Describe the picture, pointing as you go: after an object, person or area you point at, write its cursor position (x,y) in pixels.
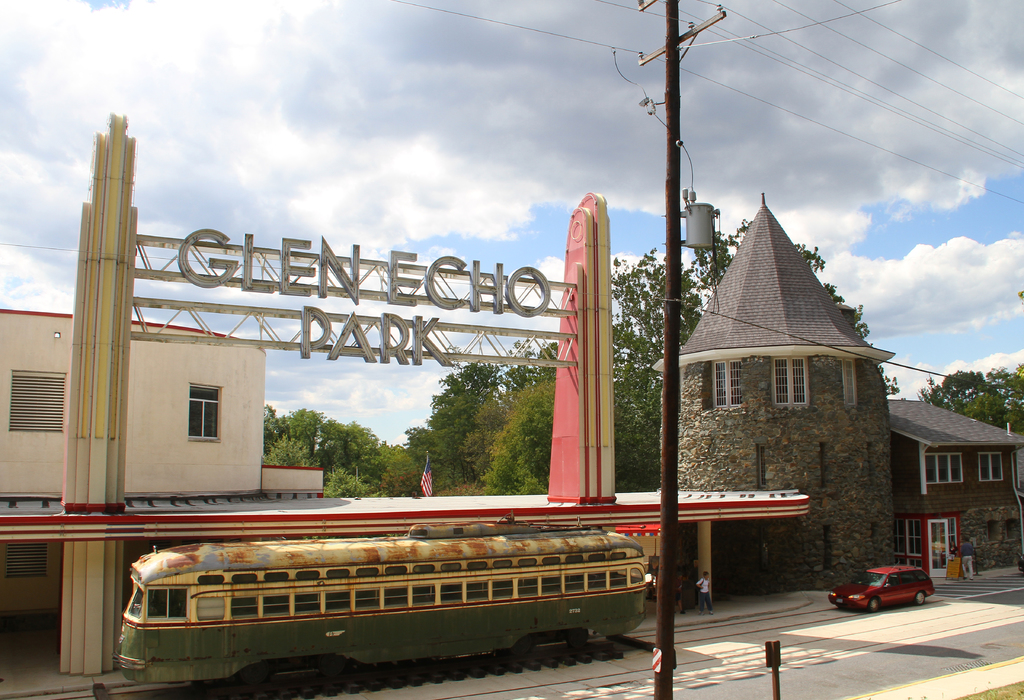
In this image I can see a streetcar (396,537) on the track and car (897,582) visible on the road (831,619) and I can see a pole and houses (834,418) and entrance gate (112,332) and trees (346,431) visible in the middle (401,433), at the top (573,160) I can see the sky (590,181) and power line cables (859,76).
